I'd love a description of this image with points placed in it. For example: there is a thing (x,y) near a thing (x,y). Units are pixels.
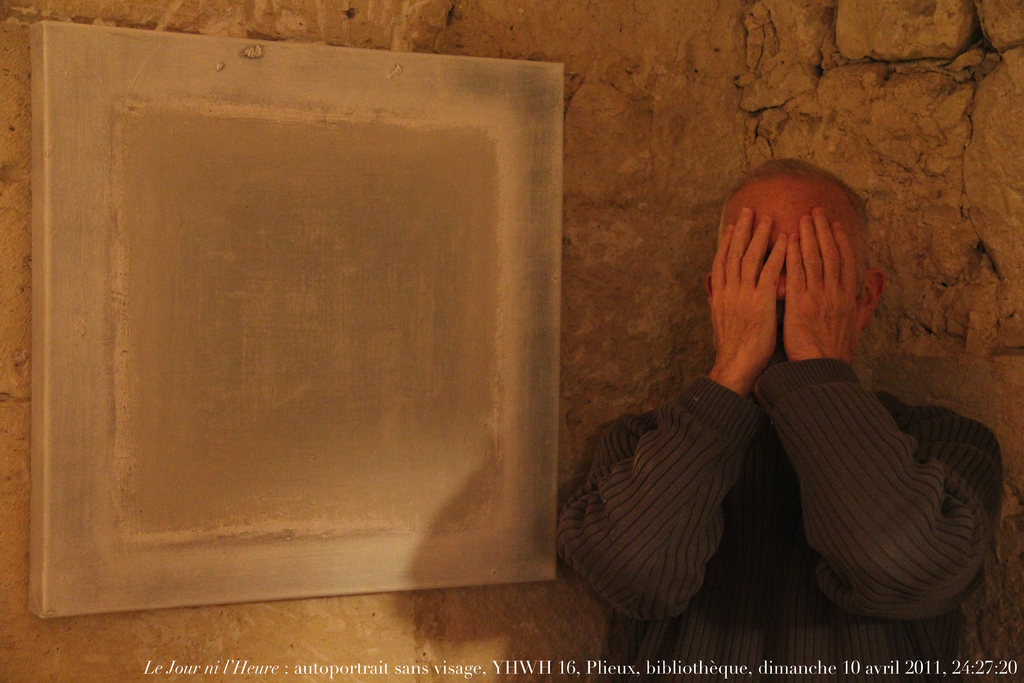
In this image I can see a person (949,530), text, board (324,265) and a wall (633,111) of stones (774,112). This image is taken may be in a building (560,469).
